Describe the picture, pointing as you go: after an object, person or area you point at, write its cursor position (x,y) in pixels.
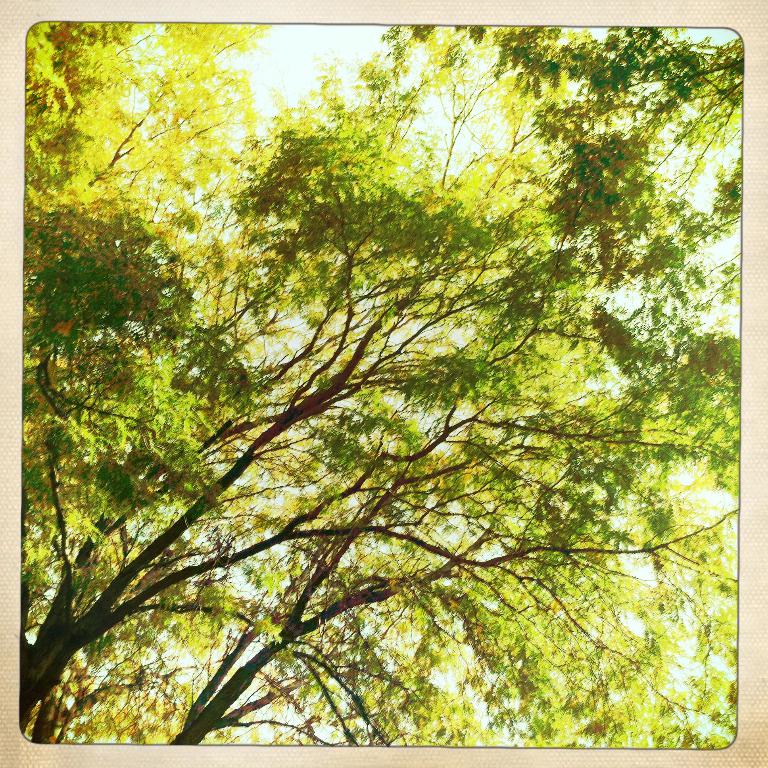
In this image there is one photo frame (44,12) and in that photo frame (9,170) there are some trees (292,292), and in the background (344,61) there is sky (292,97).
